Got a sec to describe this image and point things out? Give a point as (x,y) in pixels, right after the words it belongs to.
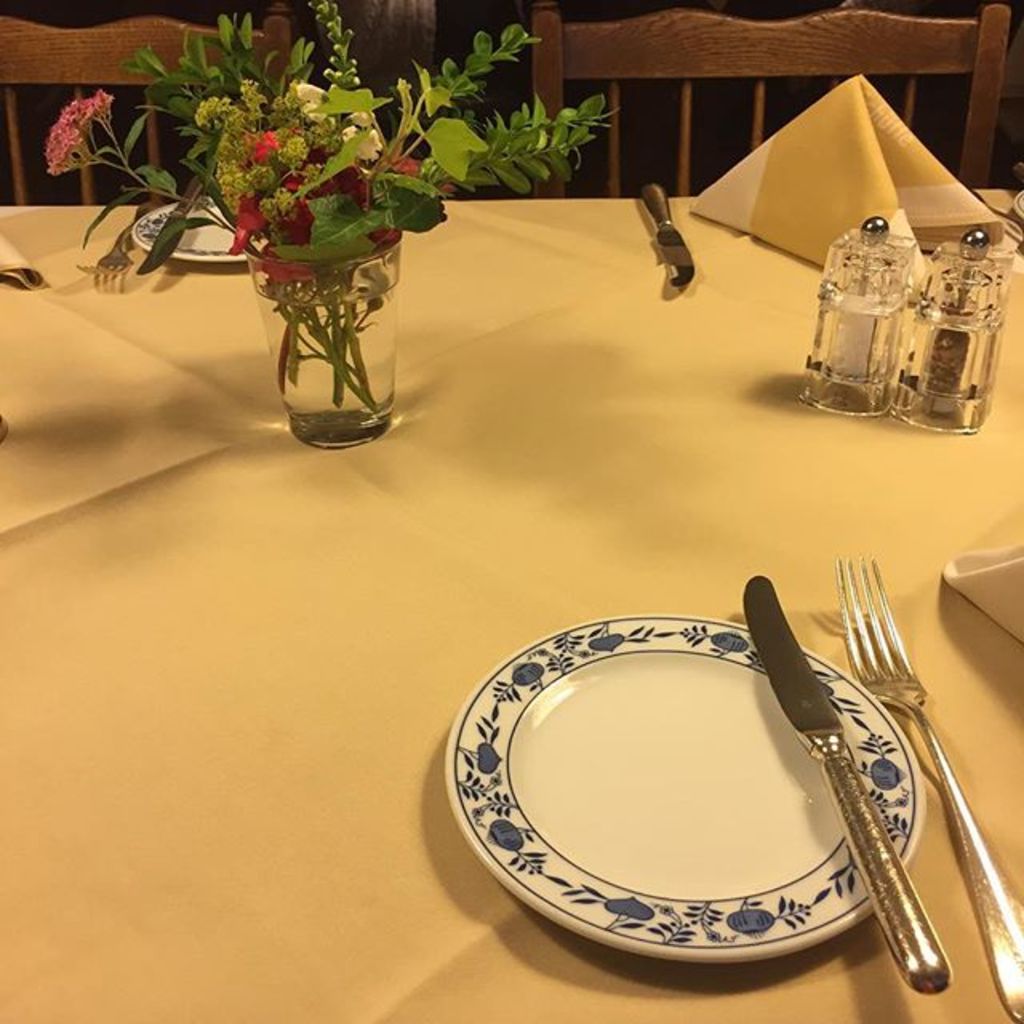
Here I can see a table (117,727) covered with a cloth (378,630). On the table (430,608) a glass (353,285), plates (565,817), knives (798,648), forks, napkins (840,207) and some other objects (929,279) are placed. At the top (685,63) there are two chairs (544,63).
